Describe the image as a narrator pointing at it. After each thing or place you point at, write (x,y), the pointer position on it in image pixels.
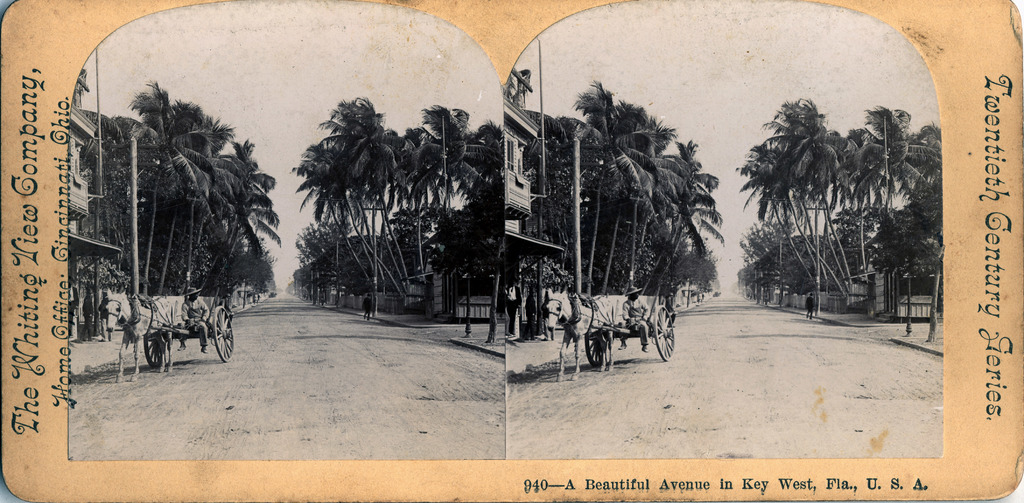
This image looks like a photo frame in which I can see two horse carts (605,330), two persons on the road (716,382), text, trees (590,258), fence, buildings (509,255), two persons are walking and the sky (742,99).
